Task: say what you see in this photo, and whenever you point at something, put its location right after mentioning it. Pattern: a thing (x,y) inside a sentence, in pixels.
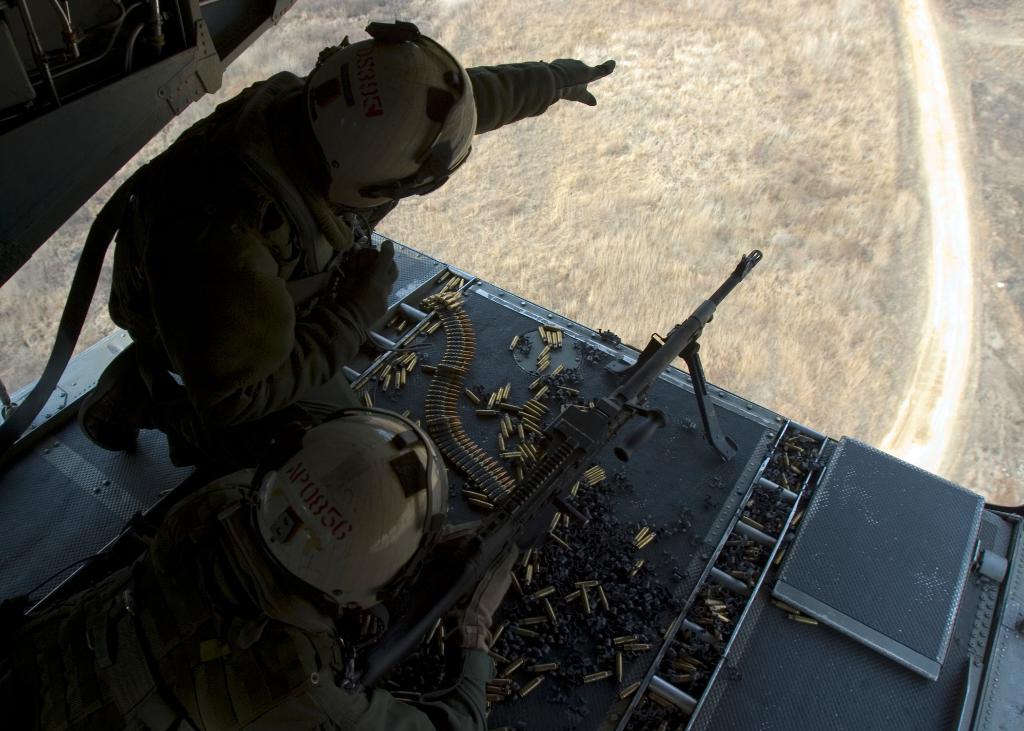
In the picture I can see a person (266,605) wearing helmet (348,578) is lying down and there is a gun (516,527) in front of him and there are few bullets (492,471) below it and there is another person (287,294) crouching beside him and there is a road (924,41) in the right corner (940,144) and there is dried grass (908,86) beside it.
